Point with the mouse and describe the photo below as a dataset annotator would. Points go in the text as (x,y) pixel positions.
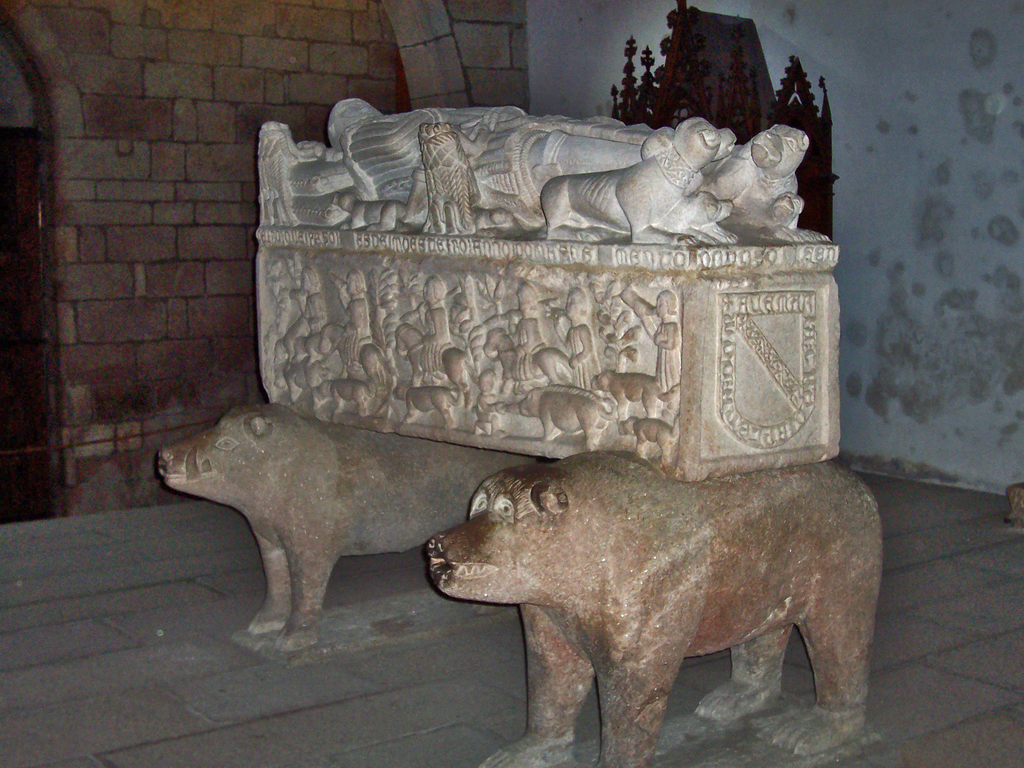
In the middle of the picture (639,273) there is sculpture (377,226). In the background (340,64) we can see stone wall (300,83) and other objects (706,87). At the bottom (211,669) it is floor (330,722).
